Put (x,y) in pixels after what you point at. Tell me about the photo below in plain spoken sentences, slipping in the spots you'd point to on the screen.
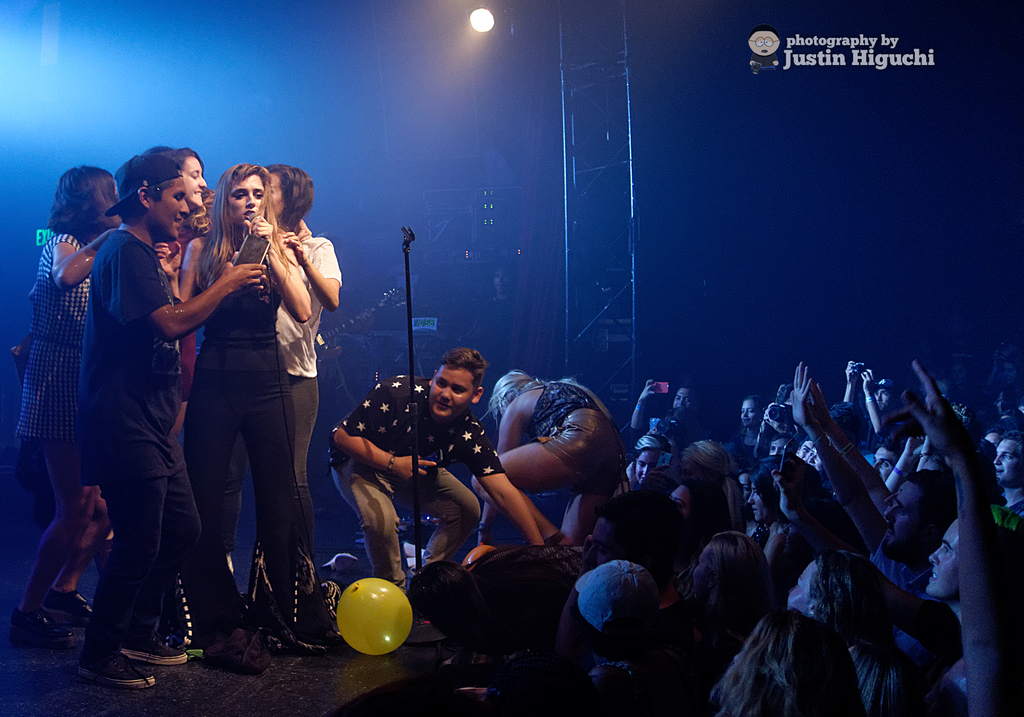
In this picture we can see some people (585,428) are standing, a person (166,388) on the left side (176,371) is holding a mobile phone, we can see a balloon (371,615) at the bottom (397,616), there is a stand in the middle (407,313), there is some text (878,63) at the right top of the picture (807,60), we can see a light (485,24) in the background (485,27).
